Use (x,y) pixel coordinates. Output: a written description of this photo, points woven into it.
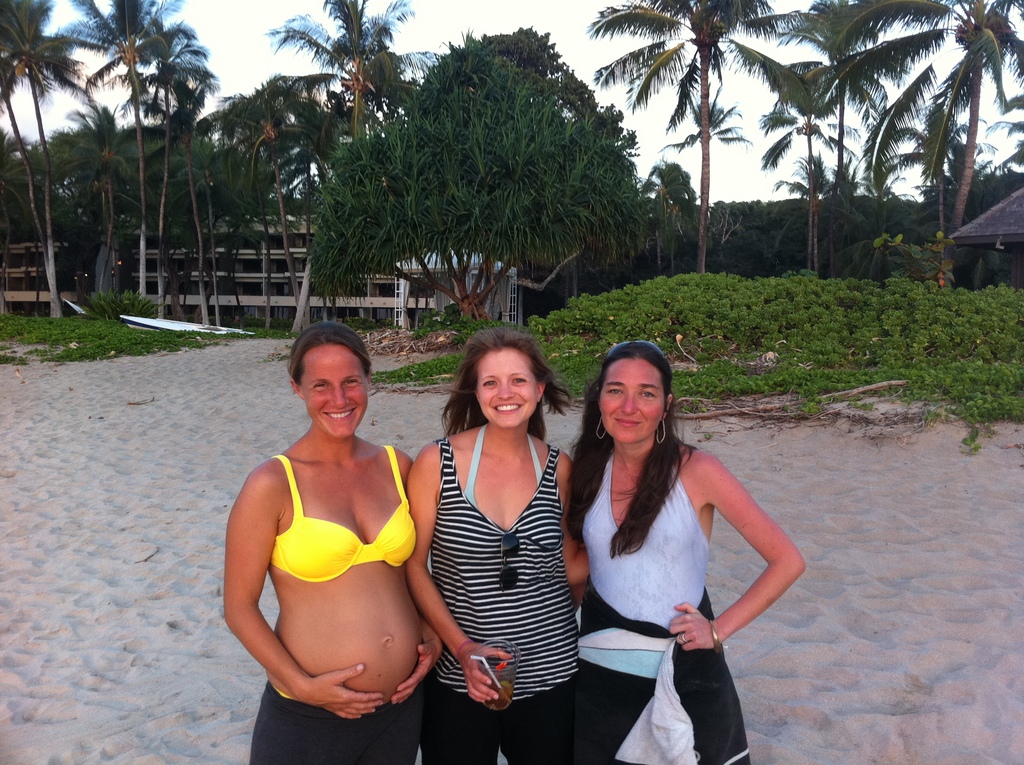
In the center of the image (603,367) there are three ladies (455,466) standing. At the bottom of the image (858,699) there is sand (101,684). In the background of the image (354,245) there are trees (313,205). There is a fencing (228,272). At the top of the image (452,28) there is sky (251,45).
